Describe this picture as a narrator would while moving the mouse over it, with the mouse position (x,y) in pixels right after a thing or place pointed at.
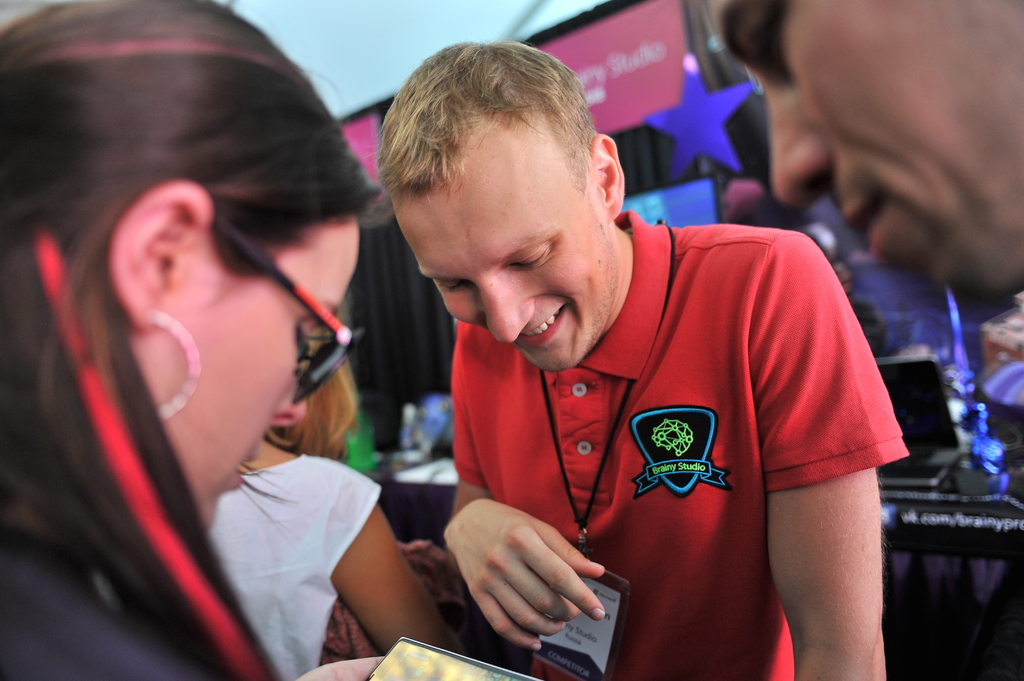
There are two women (219,473) towards the bottom of the image (204,496), the woman (248,433) is holding an object (407,661), there is a man (412,132) towards the bottom of the image (739,517), he is wearing an identity card (575,636), there is a man's face (911,104) towards the right of the image (939,66), there is a table (952,557) behind the persons (653,529), there is a cloth (922,571) on the table (960,595), there are objects (450,475) on the table (990,496), there is a star (689,115), there is a board (638,47), there is text (646,63) on the board (612,130), there is a curtain (390,320), there is a roof (371,22) towards the top of the image (366,18).
